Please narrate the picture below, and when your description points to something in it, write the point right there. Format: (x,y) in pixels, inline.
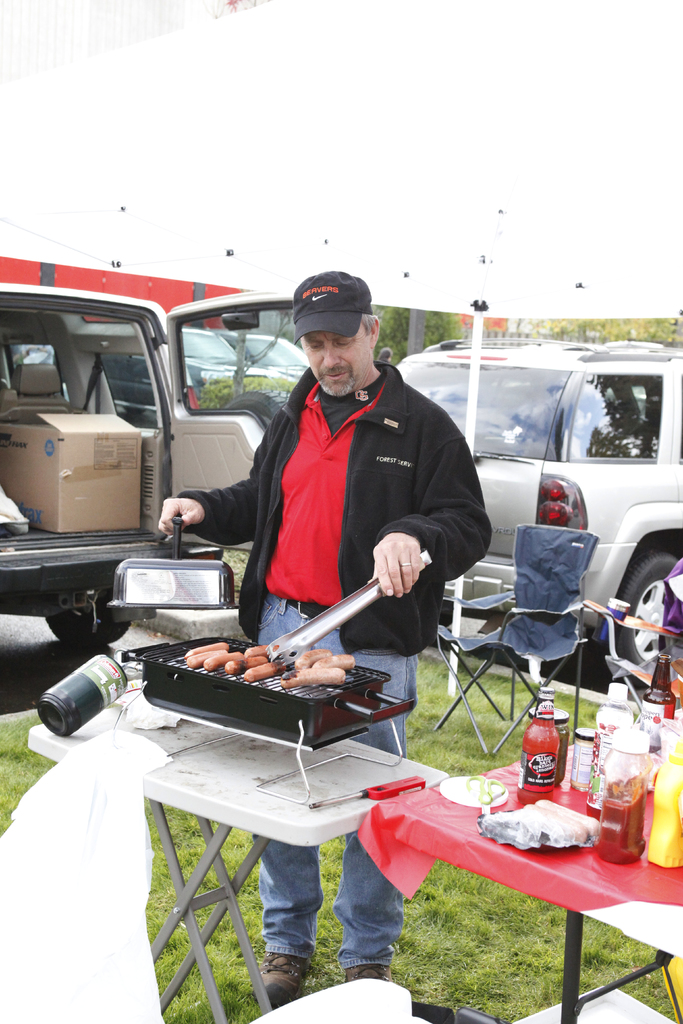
In this image i can see a person (297,884) cooking the sausage (349,663) on the grill (242,696). In the background (405,339) i can see few vehicles (493,402) and trees (401,322).
